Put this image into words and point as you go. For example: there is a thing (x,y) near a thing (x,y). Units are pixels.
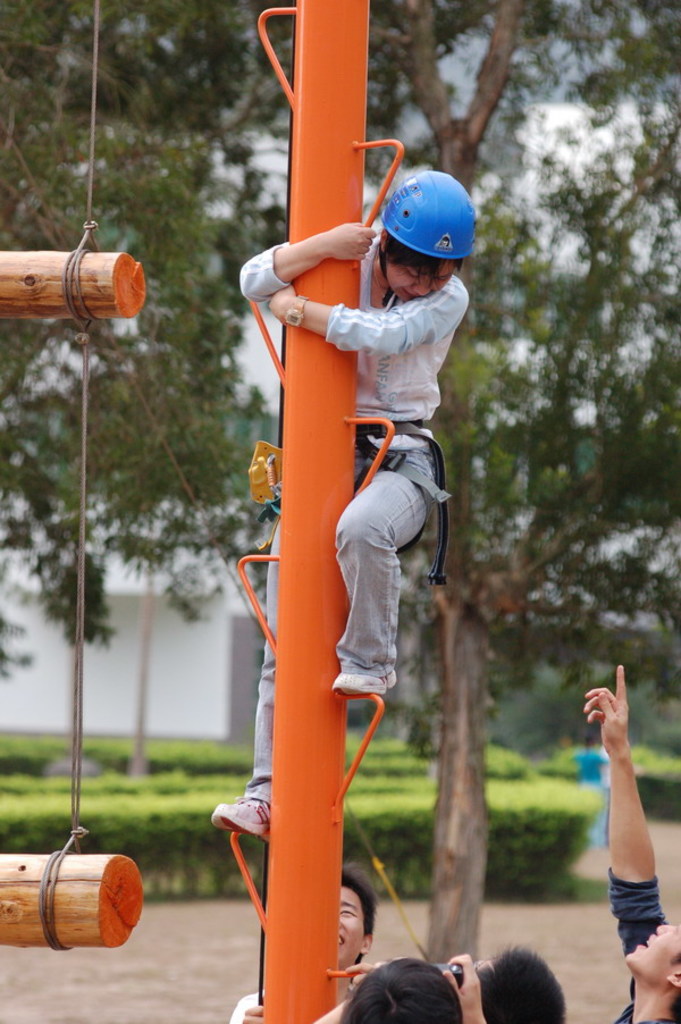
In the picture we can see a person (454,263) climbing on the pole (321,903) which is orange in color and the person (353,240) is wearing a blue color helmet (453,206) and under him we can see some people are standing and giving instructions to him and in the background (352,729) we can see some trees (607,565), plants (377,768) to the path (123,1003).
